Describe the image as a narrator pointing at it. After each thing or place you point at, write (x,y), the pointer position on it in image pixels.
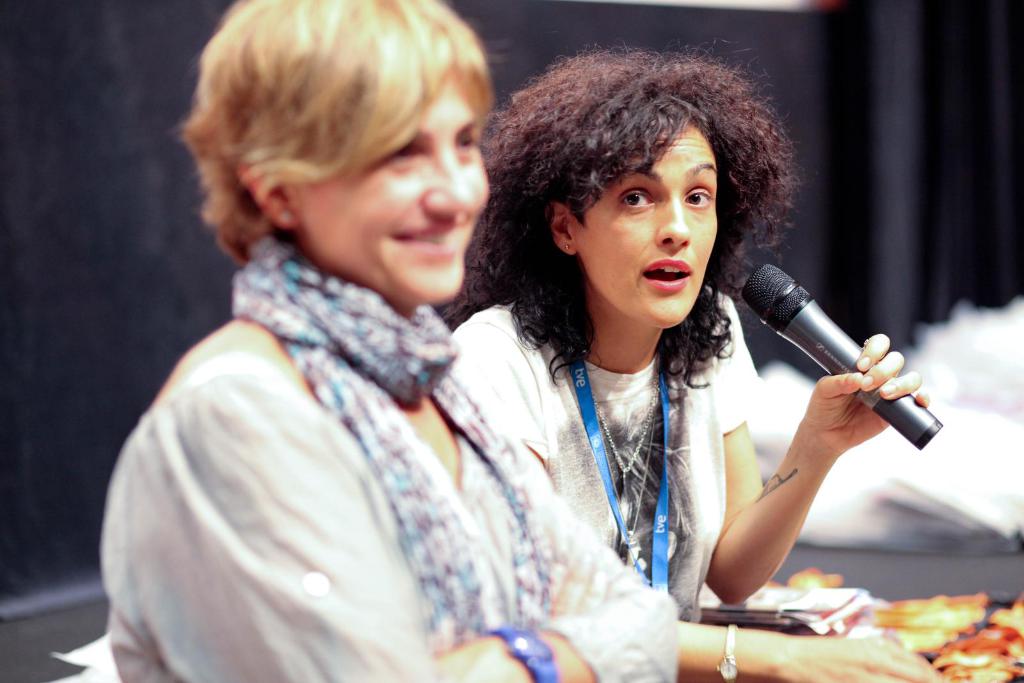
In this image there are two persons (454,447), the person (362,484) with stole (344,420) around her neck (409,311) is smiling and the other person (561,426) with white t-shirt (659,402) is holding microphone (820,331) and talking.
